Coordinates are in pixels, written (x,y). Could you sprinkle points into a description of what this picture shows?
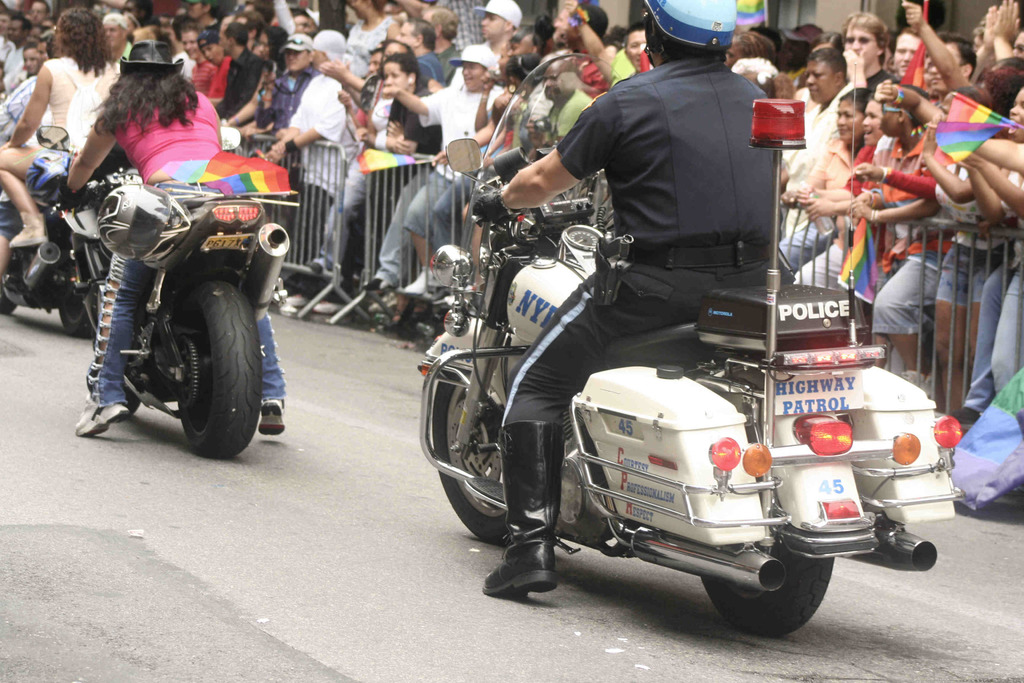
This picture shows some of the people (146,128) riding motorcycles (168,272), in the background (389,207) there is barrier gates (383,174) and group of people (405,88) cheering for them, This man (680,112) is wearing helmet (698,26) and shoes (513,580).
